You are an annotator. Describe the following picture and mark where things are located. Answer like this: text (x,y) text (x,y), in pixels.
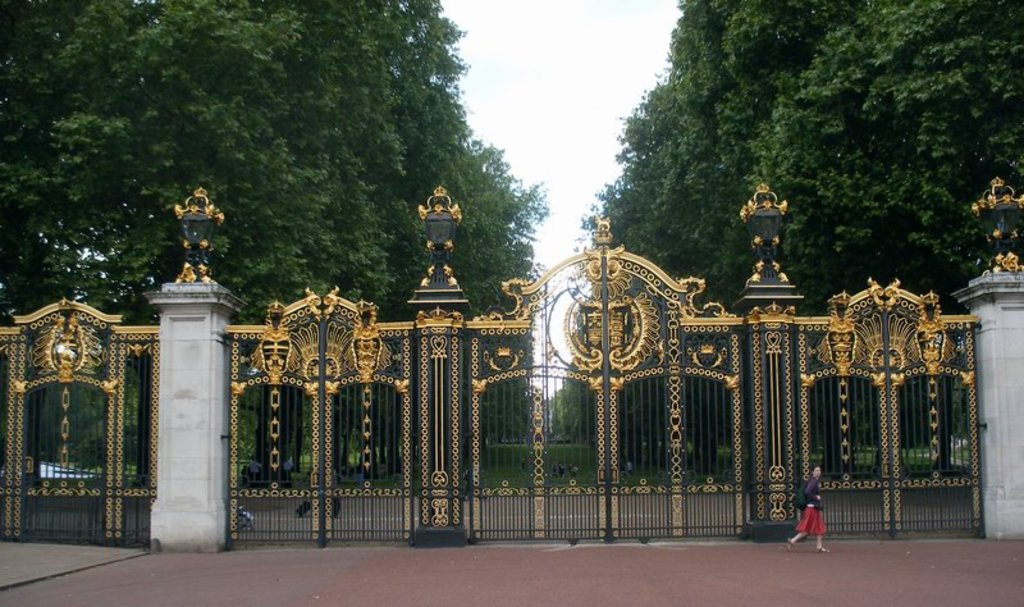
In this image we can see a person (815,487) with backpack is walking on the road (707,565) and there is a big gate (825,514) here. In the background (304,225), we can see grass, trees (356,149) on the either side and the sky (612,48).
